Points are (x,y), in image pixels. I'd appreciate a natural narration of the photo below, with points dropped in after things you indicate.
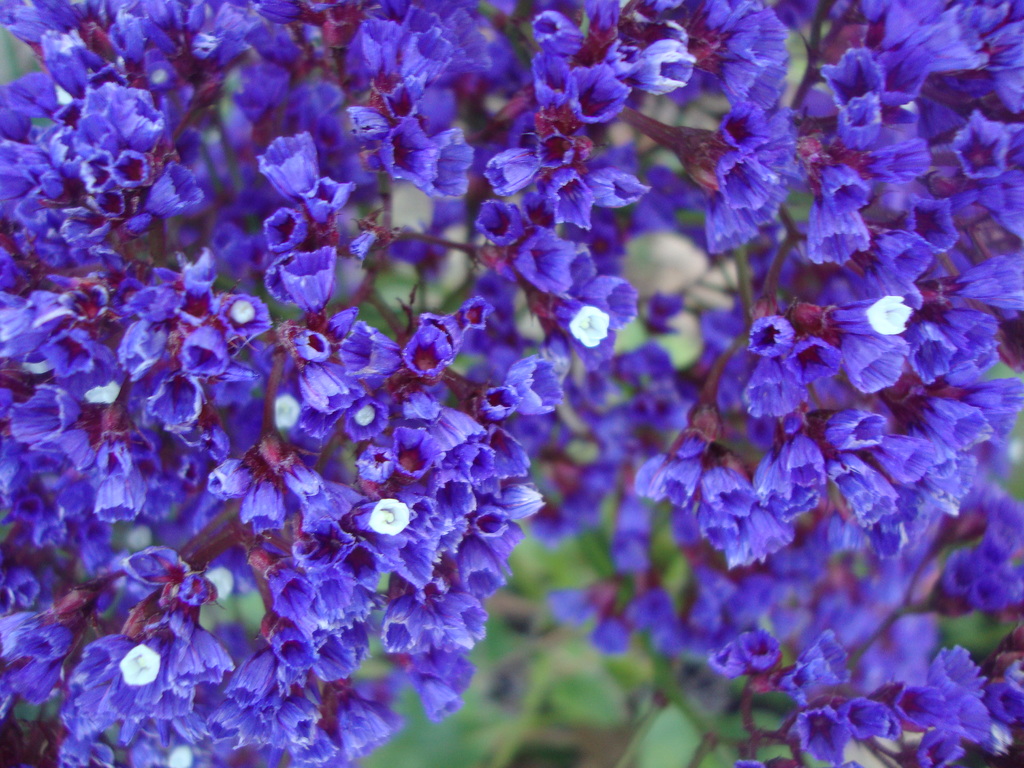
These are the blue color flowers (552,416) and also there are white color flowers (367,412) in between them.
